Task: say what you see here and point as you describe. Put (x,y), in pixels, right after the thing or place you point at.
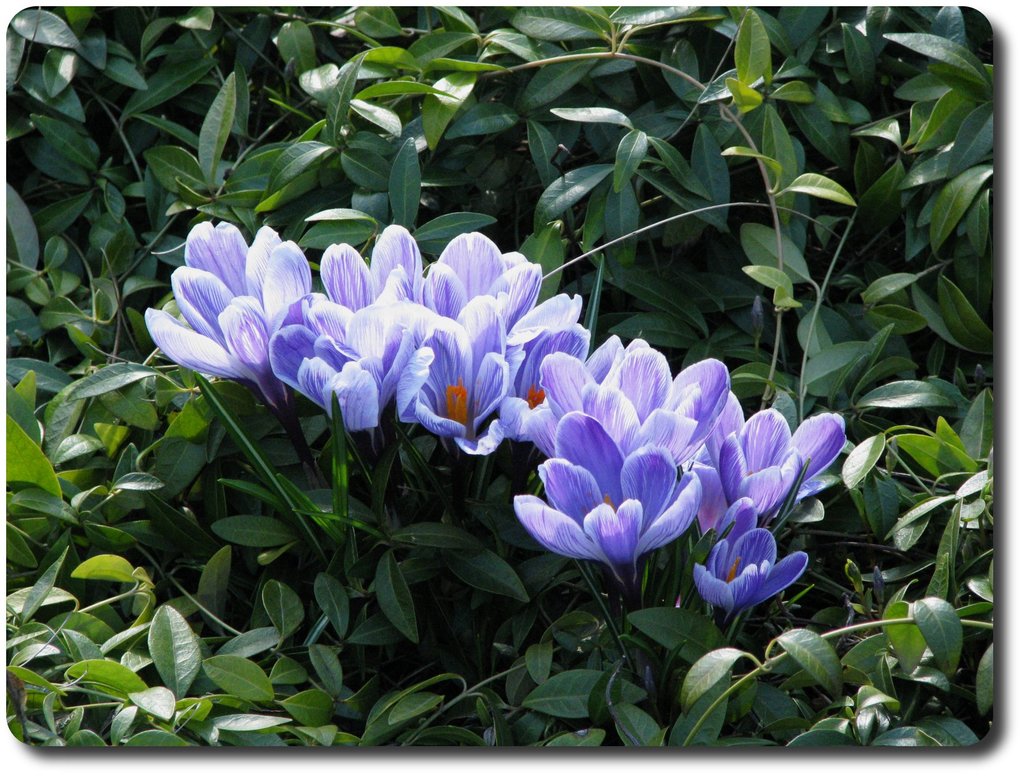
The picture consists of plants (536,650) and flowers (522,381).
